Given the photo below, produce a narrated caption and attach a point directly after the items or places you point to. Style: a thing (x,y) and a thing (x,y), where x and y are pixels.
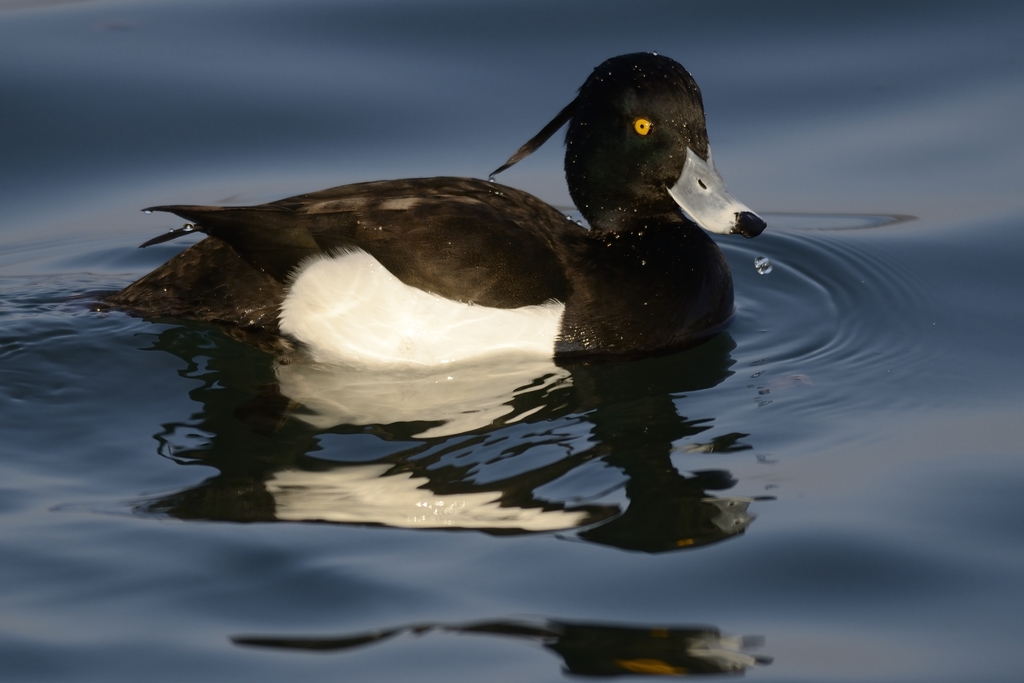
This image is taken outdoors. At the bottom of the image (206,546) there is a pond (890,277) with water (835,527). In the middle of the image (514,280) there is a duck (264,230) in the pond (781,219).
